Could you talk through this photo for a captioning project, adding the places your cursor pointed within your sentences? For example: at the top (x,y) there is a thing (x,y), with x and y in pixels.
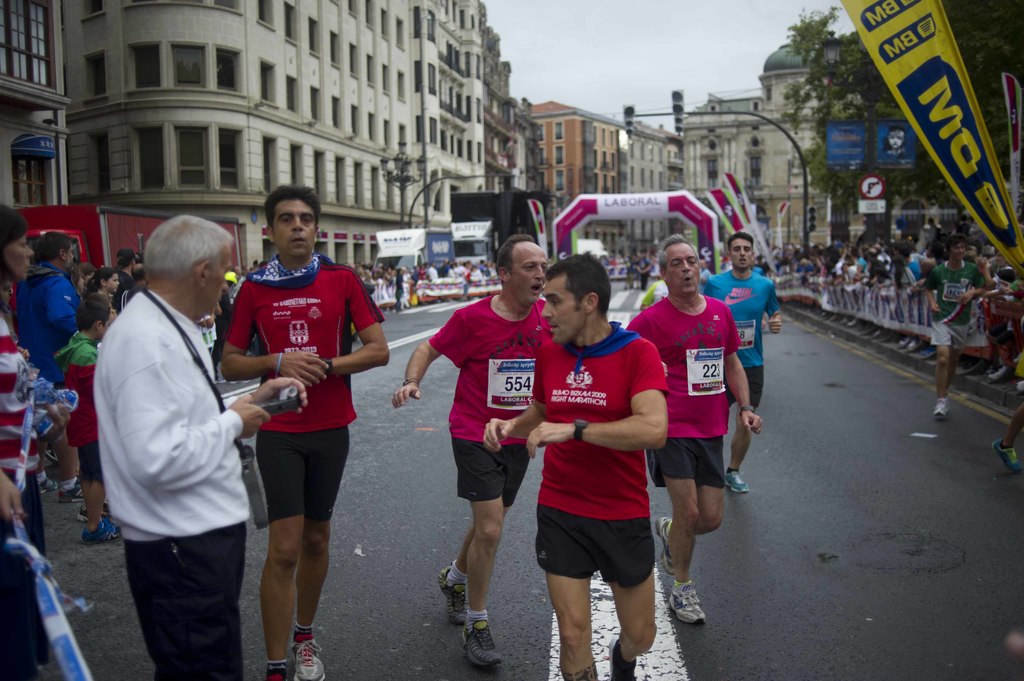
In the image we can see there are people (561,409) around wearing clothes (297,432) and some of them are running. They are wearing shoes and socks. Here we can see a road (808,554) and white lines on the road (393,364). Here we can see banner (959,106), tree (881,81), signal pole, building (329,147), the windows (200,154) of the building (190,155), the sky (636,48) and a vehicle (102,235).
